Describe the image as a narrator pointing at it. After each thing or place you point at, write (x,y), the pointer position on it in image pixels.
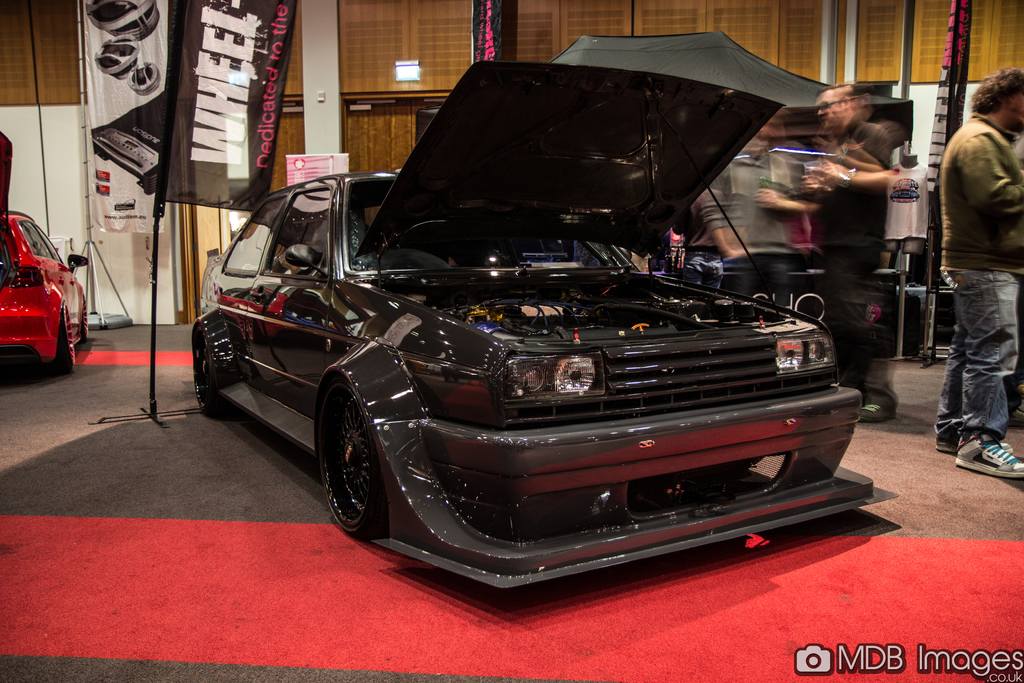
This image is taken indoors. At the bottom of the image (239,587) there is a floor (148,491) with a mat (279,639). In the middle of the image (553,383) a car (489,308) is parked on the floor (271,477). In the background (417,51) there is a wall (922,71) with doors (355,145) and a light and there are a few banners (242,88) with text (236,69) on them. On the left side of the image (8,169) a car (81,317) is parked on the floor (62,393). On the right side of the image (814,189) a few people (871,240) are standing on the floor (959,485) and there is a T-shirt (892,211) on the mannequin (914,196).
